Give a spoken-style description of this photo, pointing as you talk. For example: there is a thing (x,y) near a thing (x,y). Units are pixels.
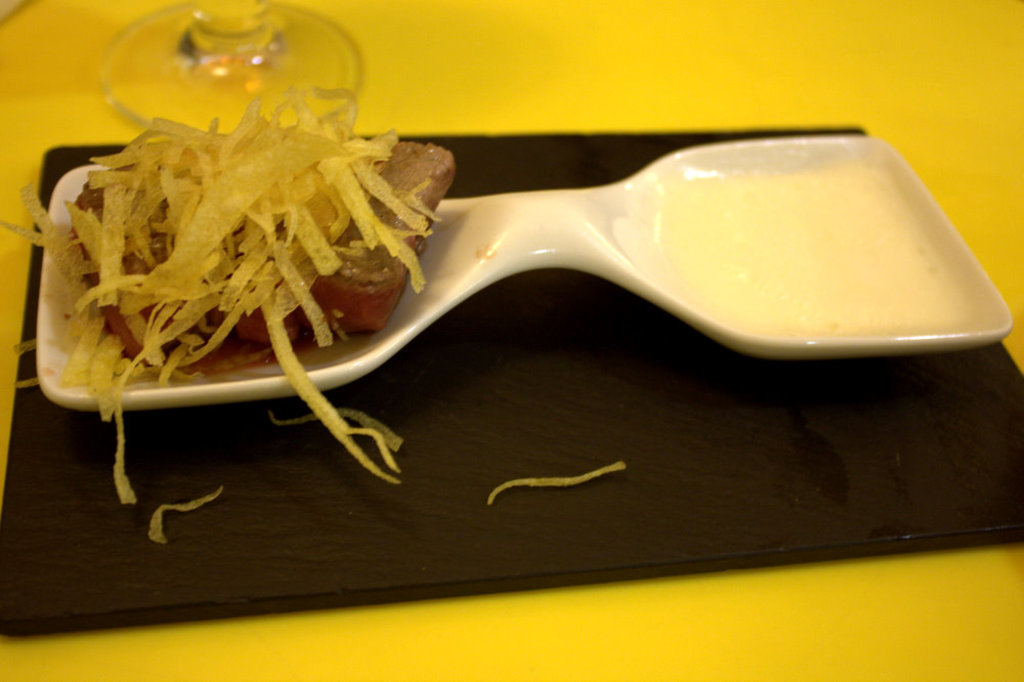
In this image we can see a plate (700,327) containing food (750,314) placed on the surface (496,354). At the top of the image (161,54) we can see a glass (163,37).
